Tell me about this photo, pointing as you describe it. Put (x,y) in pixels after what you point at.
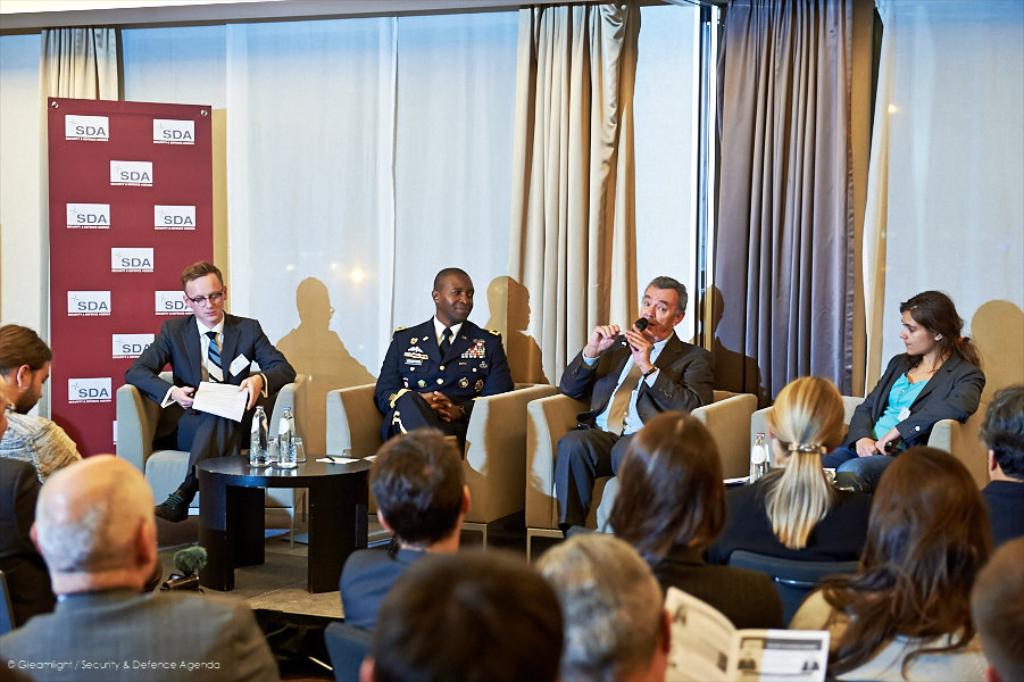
In the middle (445,276) 4 persons (975,347) are sitting on the sofa (963,431) behind them there is a wall (484,204) and curtains (551,92).
